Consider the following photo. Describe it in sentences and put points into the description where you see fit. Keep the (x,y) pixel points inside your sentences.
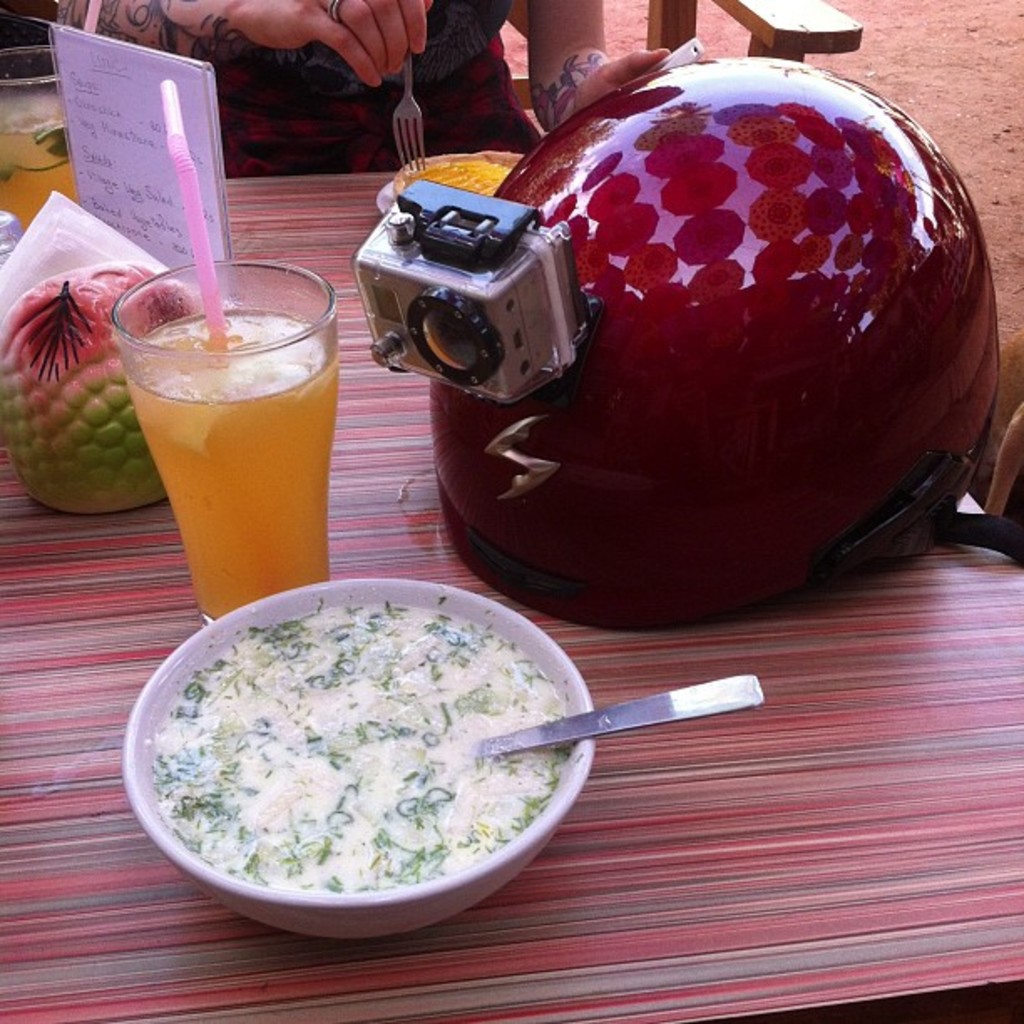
In this image we can see a bowl (224,629) with some food item (338,684) in it. There is a glass (233,463) with juice (262,436) and there are other objects (531,193) on the table (368,438). In the background of the image (261,90) there is a person (455,64) sitting on a chair (676,39).
